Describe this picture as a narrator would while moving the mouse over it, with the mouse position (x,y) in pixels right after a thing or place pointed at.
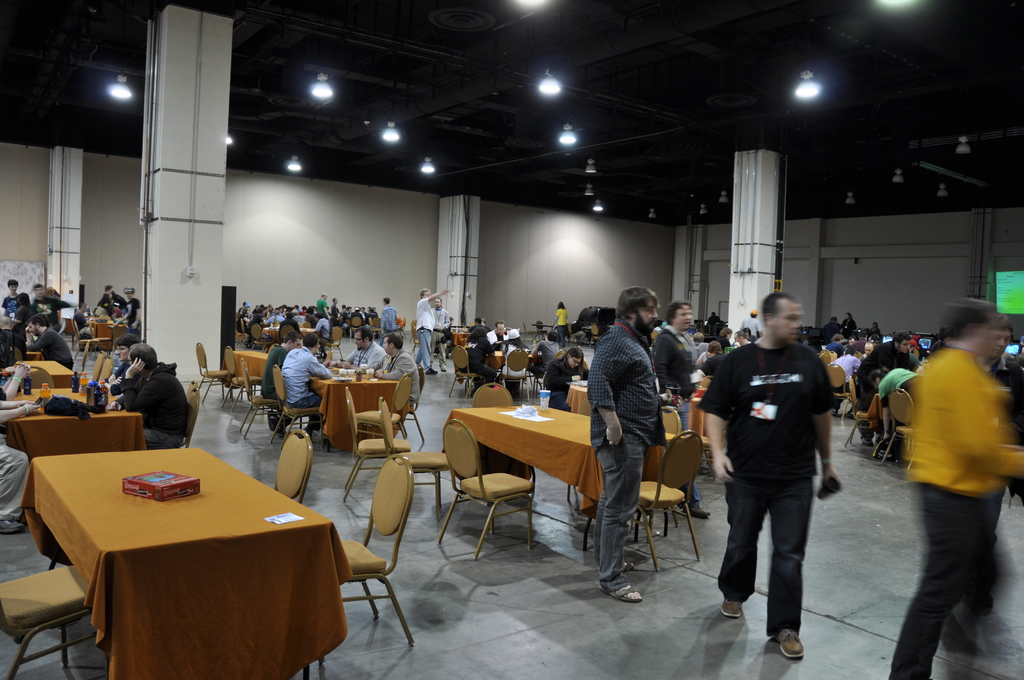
Here we can see a group of guys (271,374) sitting on chairs (400,382) with tables (472,422) in front of them and there are also guys (429,360) standing and there are lights (125,77) at the top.
